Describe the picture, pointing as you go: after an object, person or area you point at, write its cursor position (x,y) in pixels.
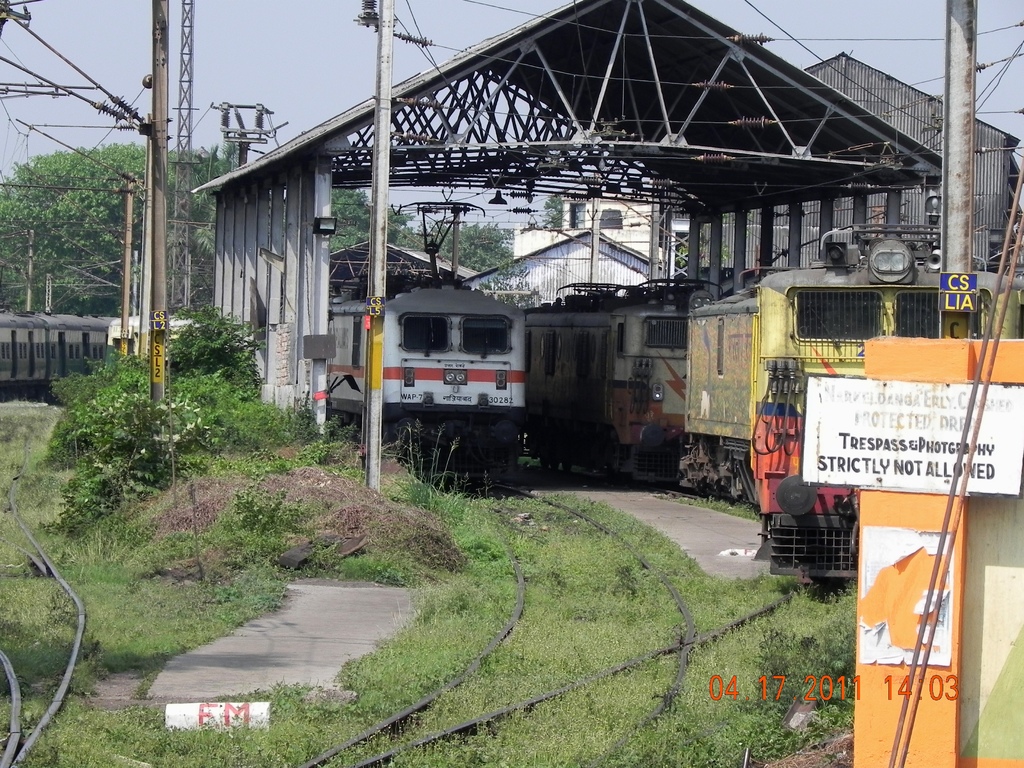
In this image we can see the trains (616,352) on the railway tracks (611,531). And we can see the sheds (619,193) and board (914,442) with text (896,394). There are trees (81,182), grass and current poles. In the background (269,22), we can see the sky (273,34).
